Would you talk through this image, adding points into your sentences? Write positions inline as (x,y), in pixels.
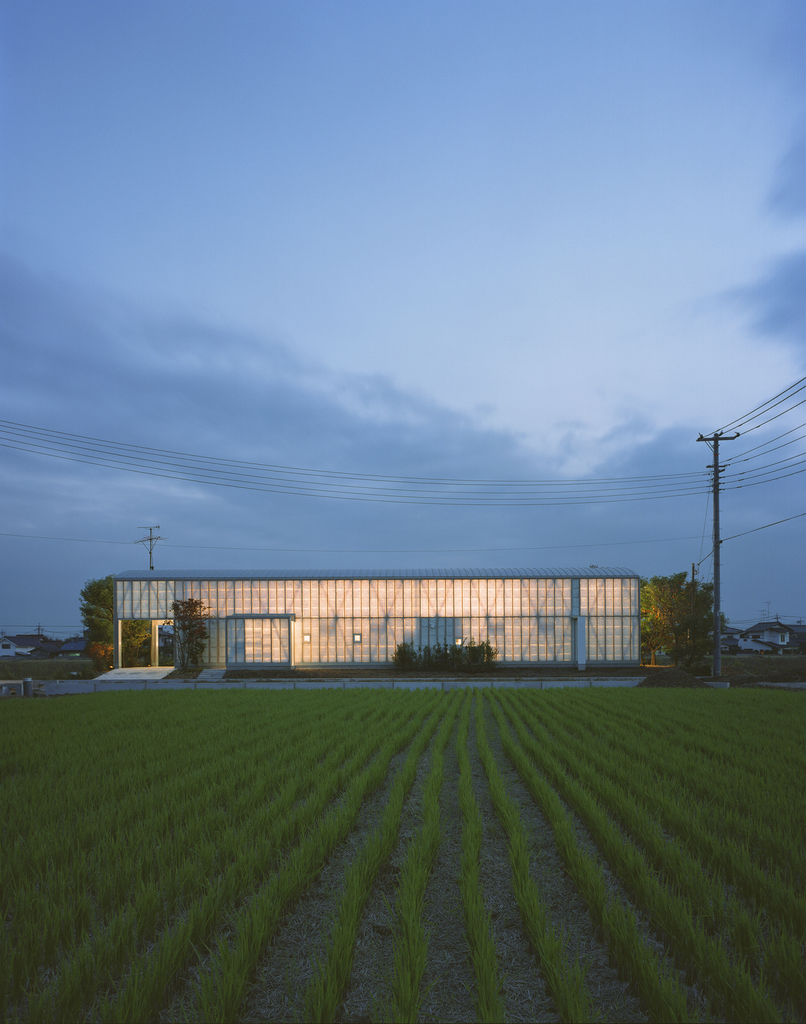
In the image there is a field (239,697) with crops (345,725) and in the front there is a large compartment (468,639), beside that there is a pole (718,556) and many wires (648,486) are attached to that pole (718,541).
